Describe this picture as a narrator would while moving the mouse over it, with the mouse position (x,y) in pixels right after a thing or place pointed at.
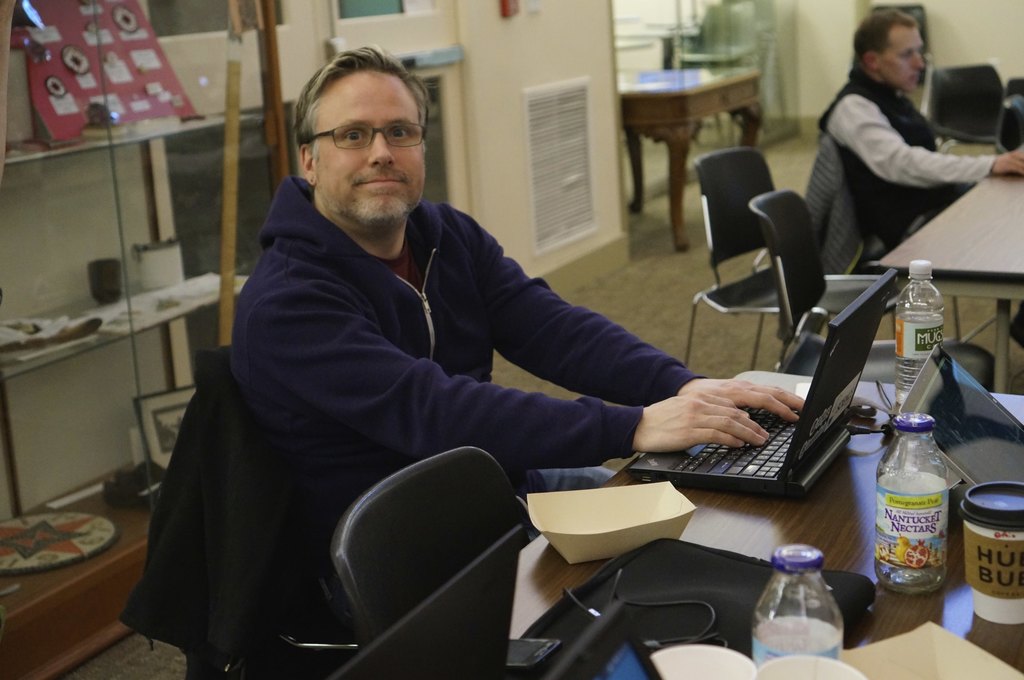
Here we can see a man (334,161) is sitting on the chair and in front (794,478) there is the table (847,557) and laptop (791,462) on it, and some other objects (898,421) on it, and at back (495,40) here is the wall (498,71).
